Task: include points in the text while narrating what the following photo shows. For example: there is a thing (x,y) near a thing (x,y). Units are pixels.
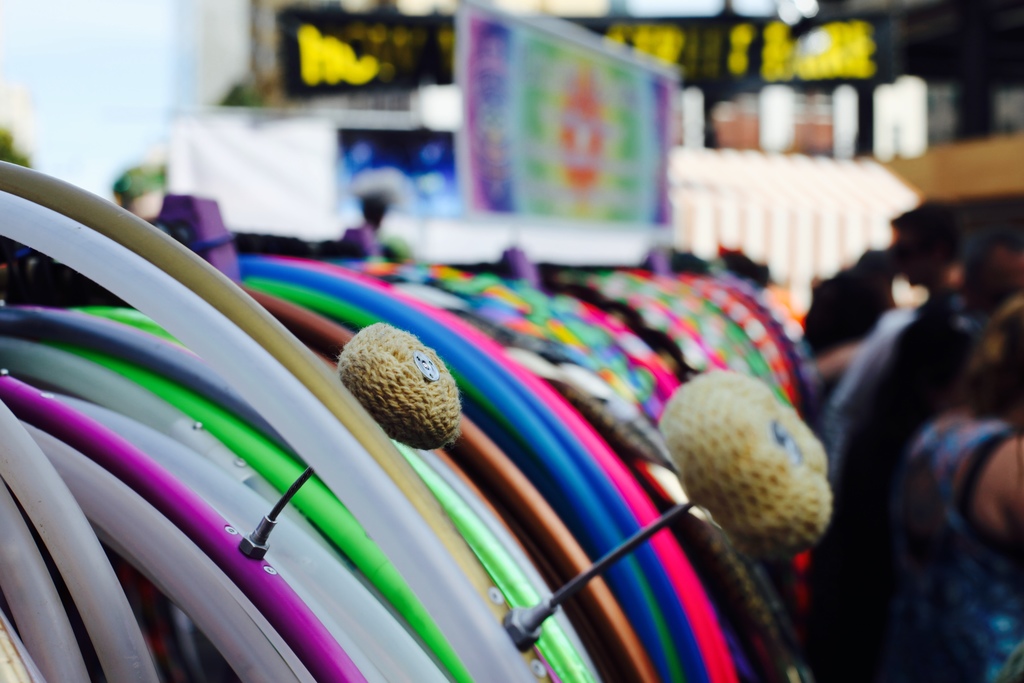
This is zoom-in picture of circle shaped thing (285,552) which are in different color. Right side of the image (912,454) one lady (909,506) is there.
